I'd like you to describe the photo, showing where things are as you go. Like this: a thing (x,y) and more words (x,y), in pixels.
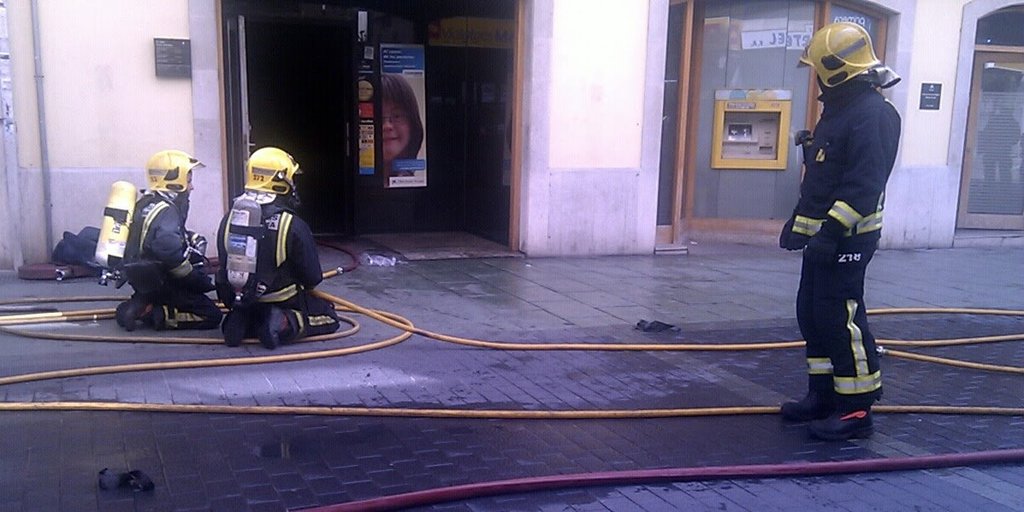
In this picture we can see people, pipes (482,347) on the ground (411,341) and in the background (575,1) we can see a wall (567,62), posters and some objects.
